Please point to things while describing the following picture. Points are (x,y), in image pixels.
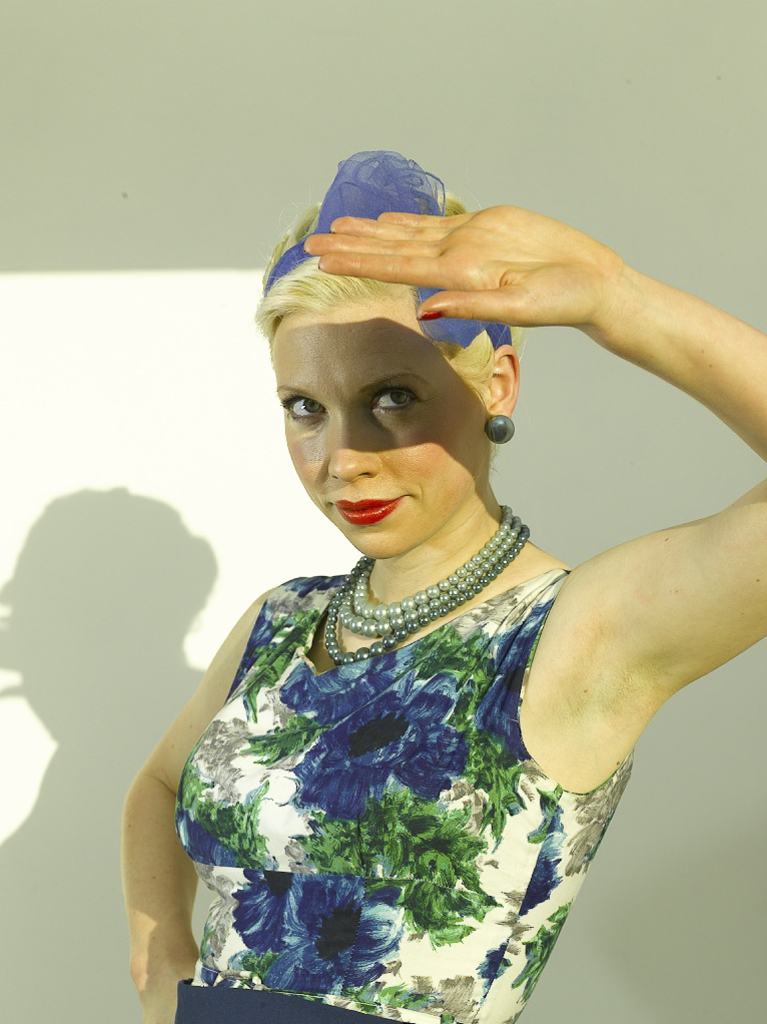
In this picture we can see a woman (206,683). We can see the shadow (172,555) of a woman (253,747) on the wall (36,1000) visible in the background (97,845).
